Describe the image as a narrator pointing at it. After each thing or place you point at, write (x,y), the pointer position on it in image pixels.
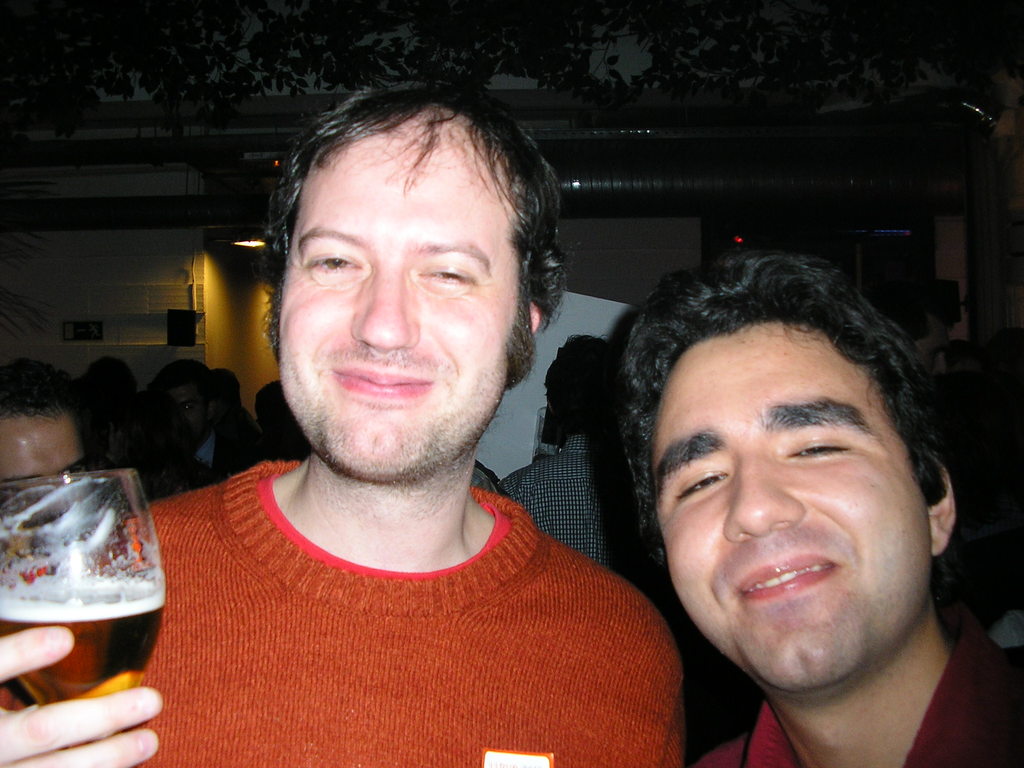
In this image I see 2 men (958,750) who are smiling and this man (485,308) is holding a glass (43,497), In the background (47,27) I see few people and a tree (30,48) over here.
